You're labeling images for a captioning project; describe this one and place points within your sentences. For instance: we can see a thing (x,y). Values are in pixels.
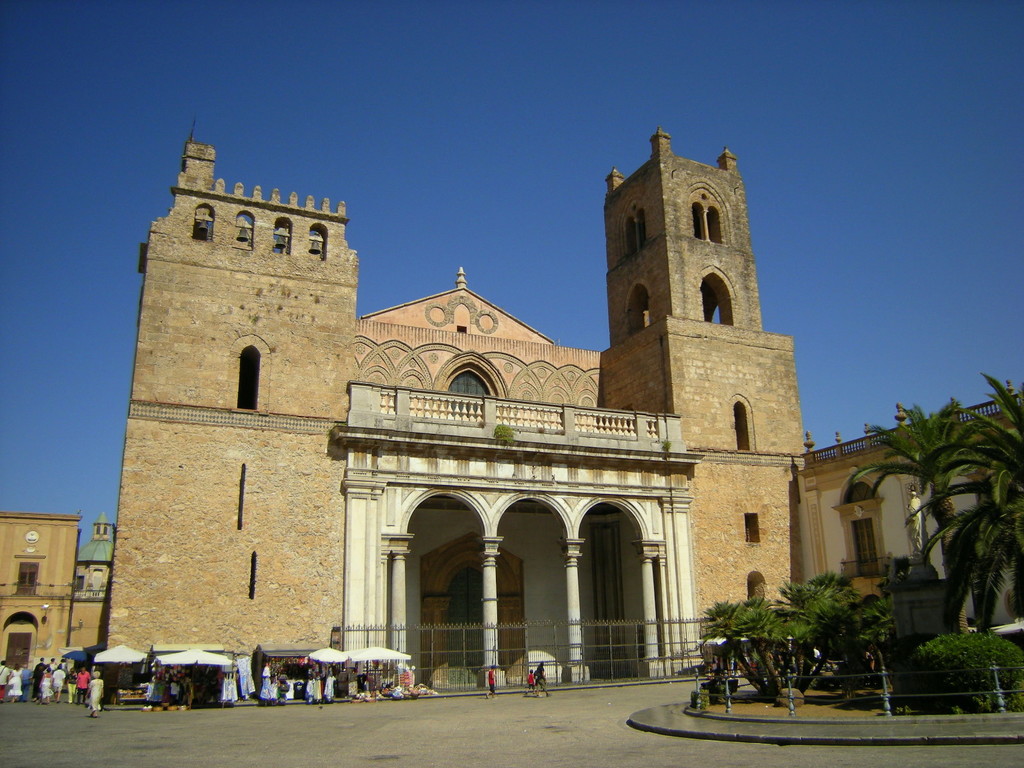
In this picture we can see few buildings (561,543), trees (787,647) and group of people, in front of the building (312,553) we can find few tents (108,650) and metal rods (557,650).
